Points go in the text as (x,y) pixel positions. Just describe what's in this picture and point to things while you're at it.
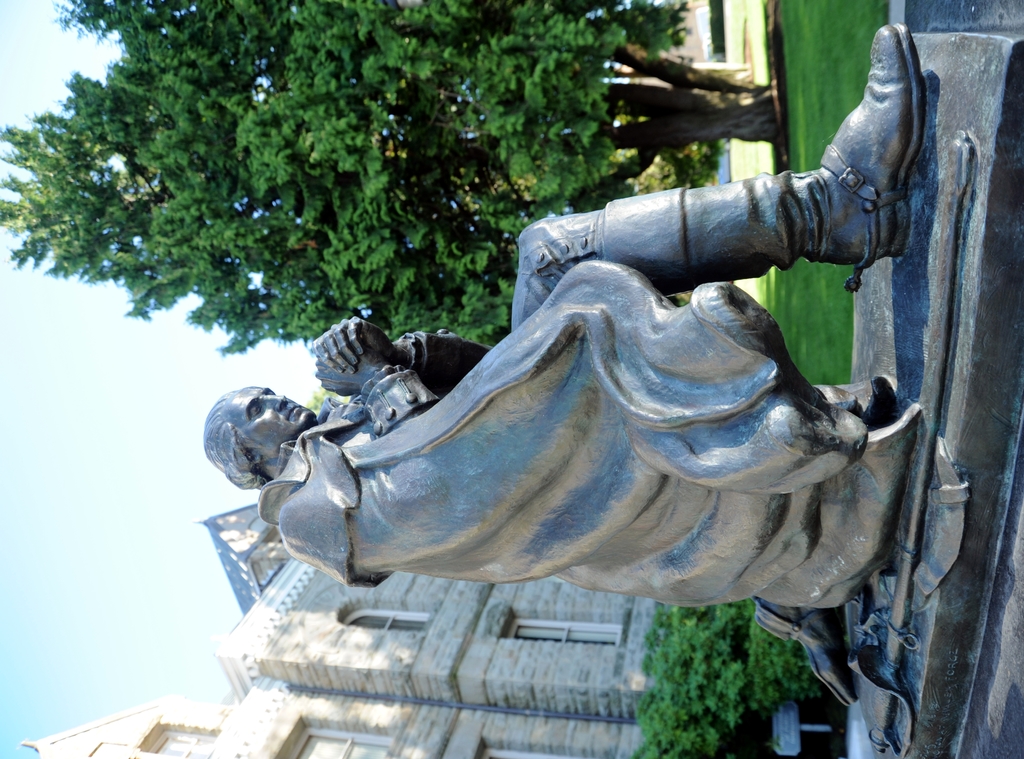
This is the statue (532,470) of the man (365,419). These are the bushes (672,652). This is the building (550,649) with windows (404,611). I can see the tree (365,122) with branches (353,101) and leaves (516,102). Here is the grass (810,95).
